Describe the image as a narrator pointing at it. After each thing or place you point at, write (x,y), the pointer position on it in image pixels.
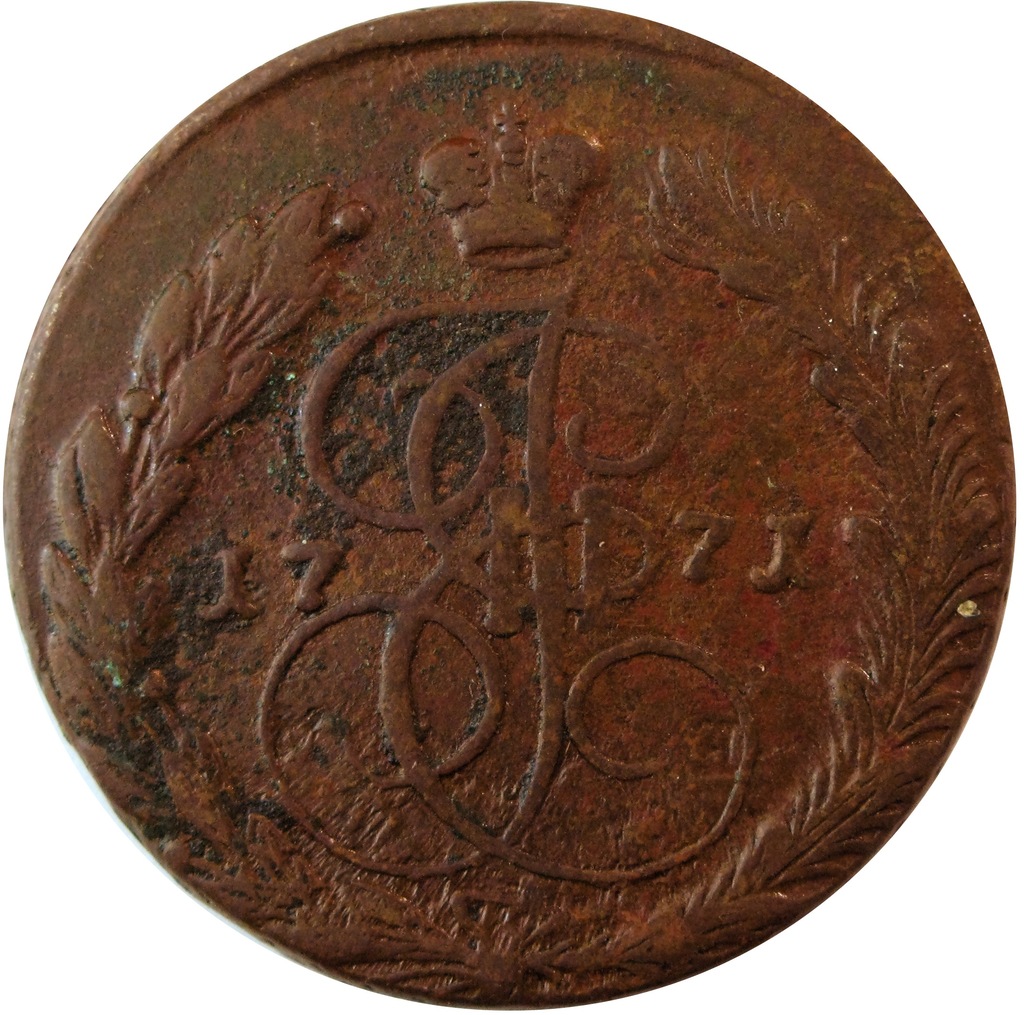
In the image we can see a coin (105,415), circular in shape. This is a text (509,522) and design (458,220) on it.
